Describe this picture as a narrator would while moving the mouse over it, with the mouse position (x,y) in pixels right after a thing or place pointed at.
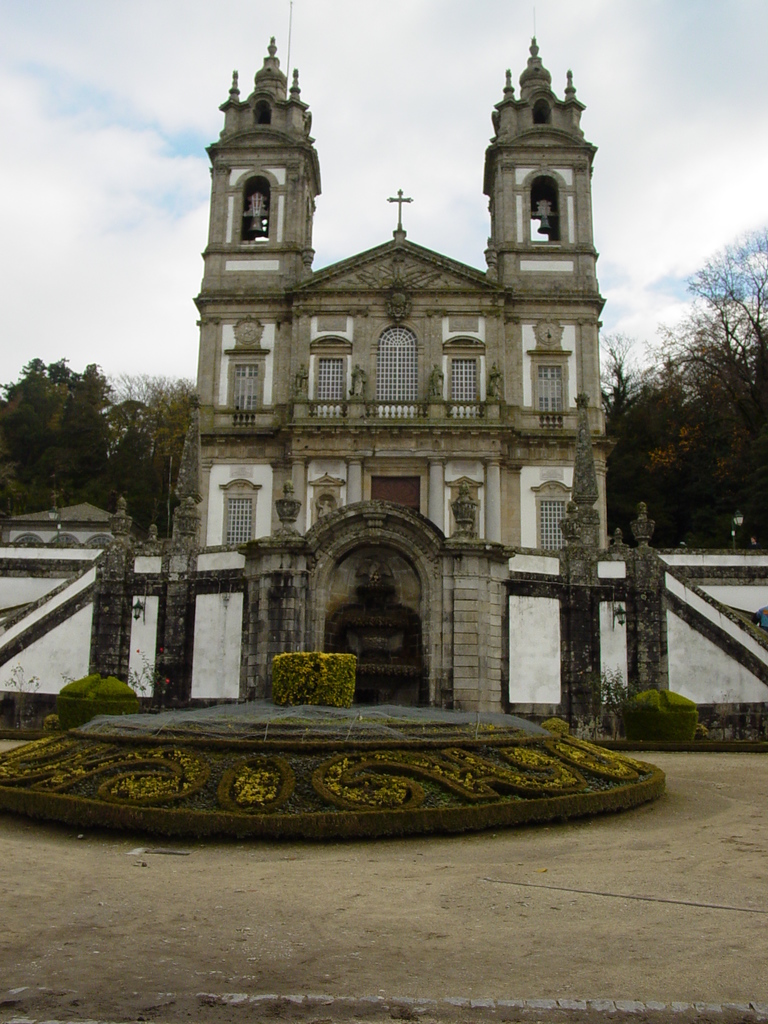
I think this is the church (381,353) with windows (409,340) and doors (387,496). These are the sculptures (359,390). I can see a holy cross symbol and the bells (260,211) at the top of the church (508,209). These are the trees (145,465). I think this is the compound wall (540,643). I can see the small bushes (67,712).
